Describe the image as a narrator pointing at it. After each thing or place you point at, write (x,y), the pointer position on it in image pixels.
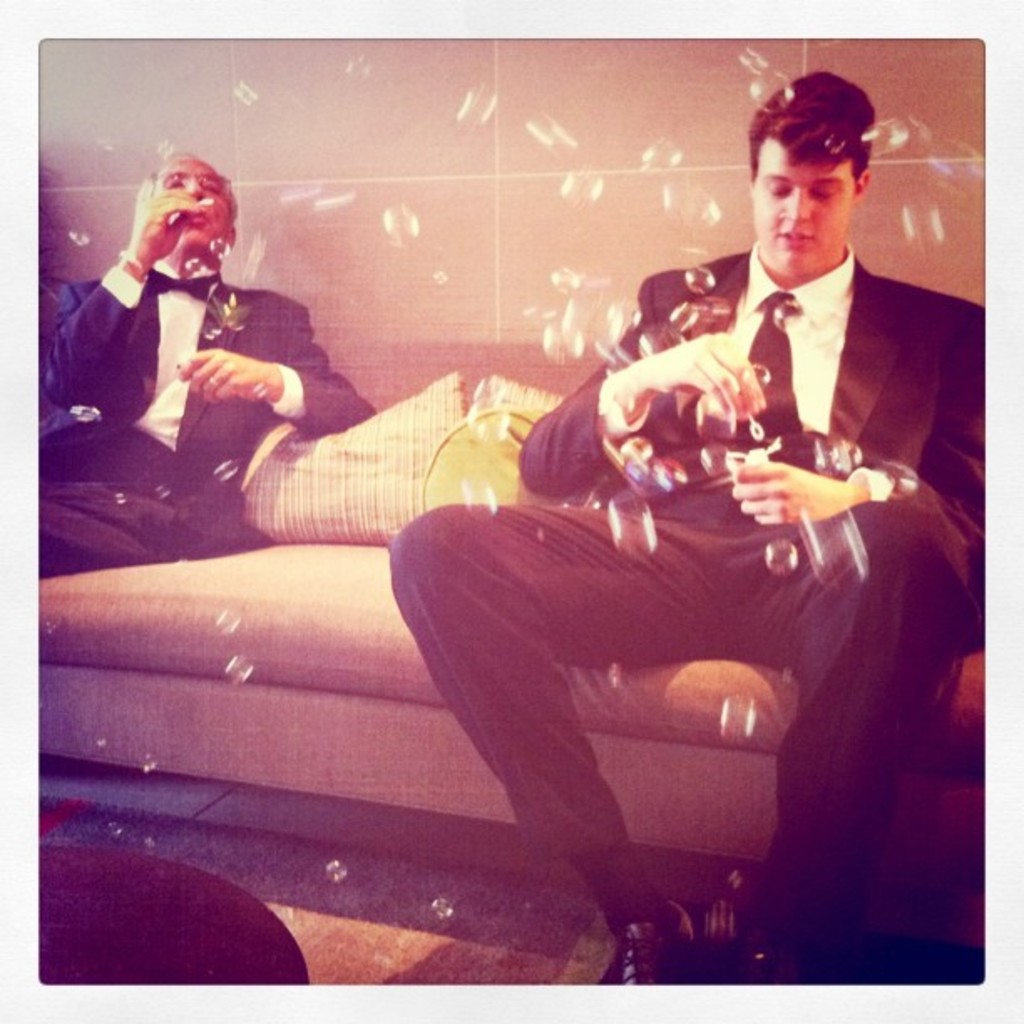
There are two men (334,396) sitting on a couch (384,402) and they are holding objects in their hands (138,237) and there are pillows (321,521) on the couch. We can see air bubbles (537,133) and this is the wall (405,80).
